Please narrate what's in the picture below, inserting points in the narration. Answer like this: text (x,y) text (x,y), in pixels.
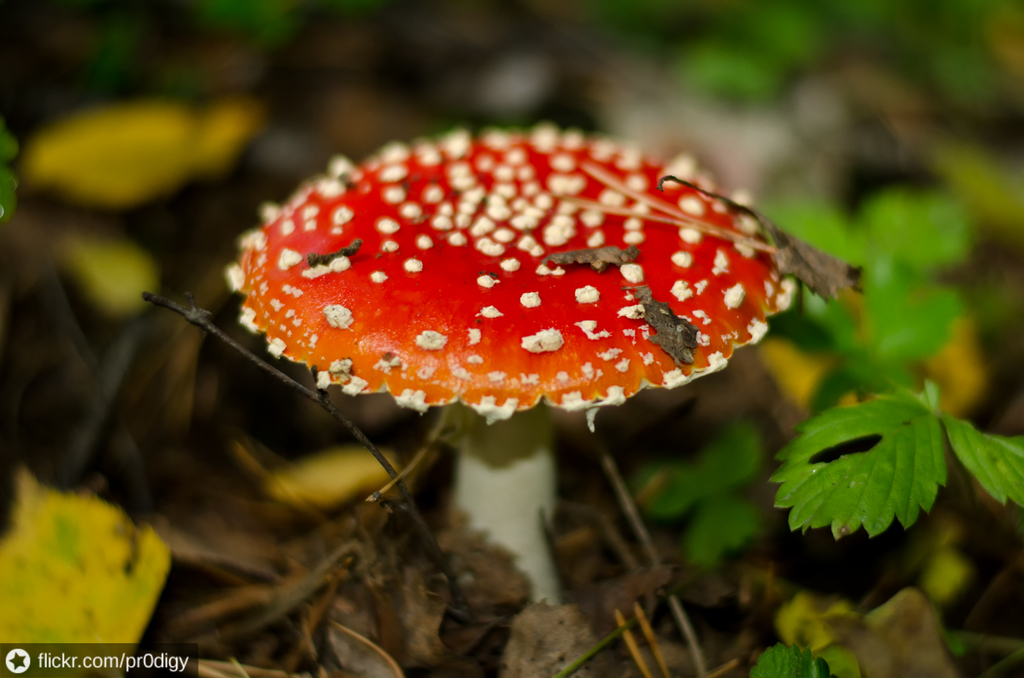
In this image we can see a mushroom (552,280). There are many dry leaves (378,537) in the image. There are few plants (851,418) in the image.
